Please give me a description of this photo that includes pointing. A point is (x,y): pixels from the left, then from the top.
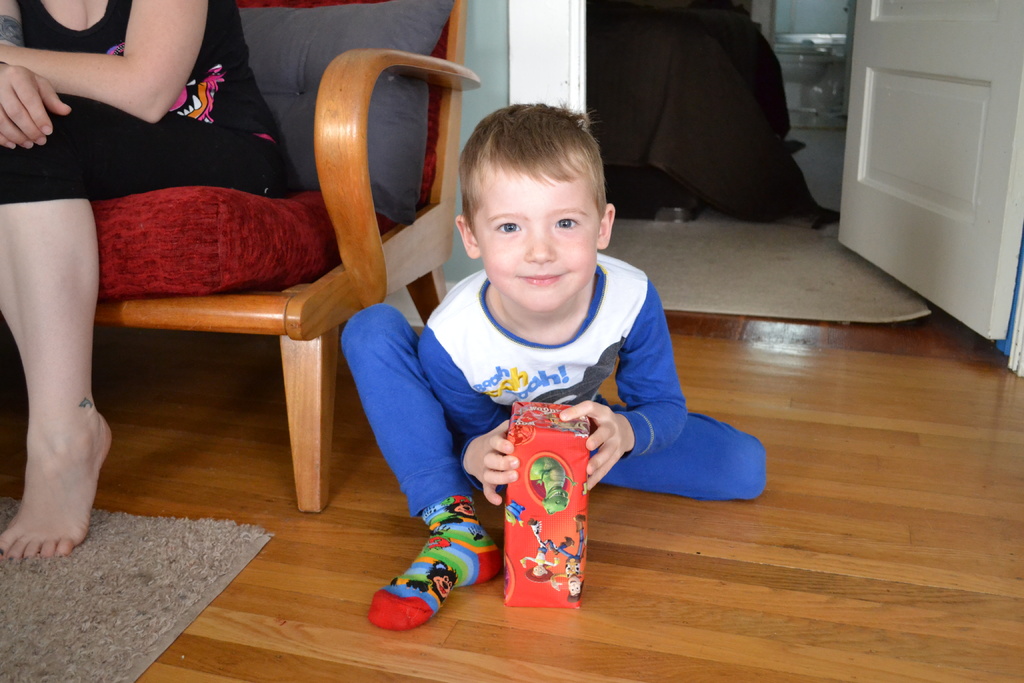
This picture shows a boy (512,269) seated on the floor (770,419) and holding a box (518,510) in his hand (601,443) we see a woman (229,34) seated on the chair (175,311) and we see a door (865,170) and a carpet (712,303) and we see a floor mat (21,663).
